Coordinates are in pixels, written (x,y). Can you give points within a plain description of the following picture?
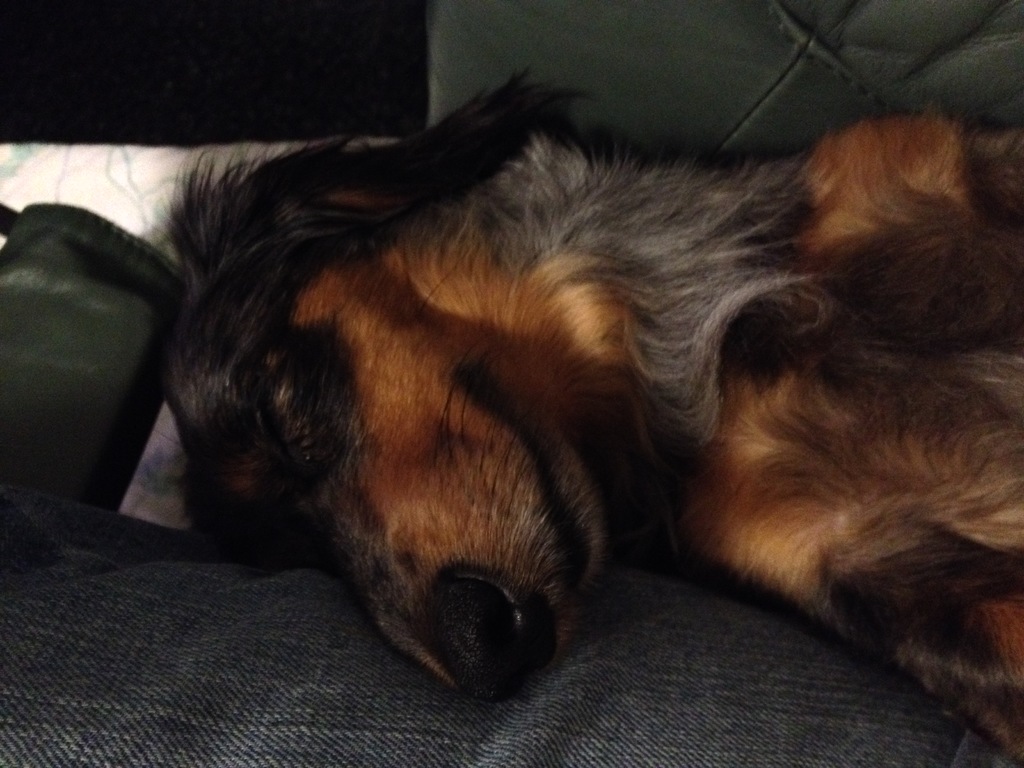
This picture contains a dog (602,419) in brown color. This dog (404,312) is lying on the couch (132,332). At the bottom of the picture (287,699), we see a blue denim cloth (223,698). In the background (673,130), we see a green couch (689,84). This picture is clicked inside the room (275,44).
